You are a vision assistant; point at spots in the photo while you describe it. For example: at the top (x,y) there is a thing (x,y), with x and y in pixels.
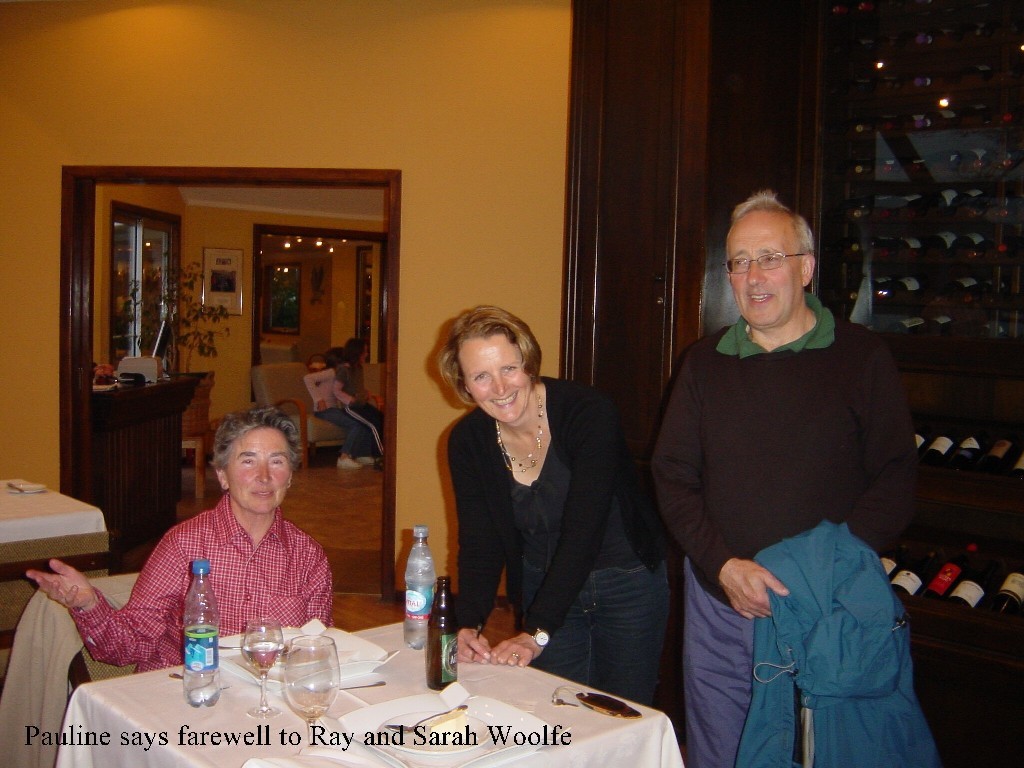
There is a group of people (714,343). The two persons (662,484) are standing. They are smiling and remaining three persons (298,566) are sitting on a chairs (292,400). We can see in the background (400,373) wall (235,394), window (297,315), cupboard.
